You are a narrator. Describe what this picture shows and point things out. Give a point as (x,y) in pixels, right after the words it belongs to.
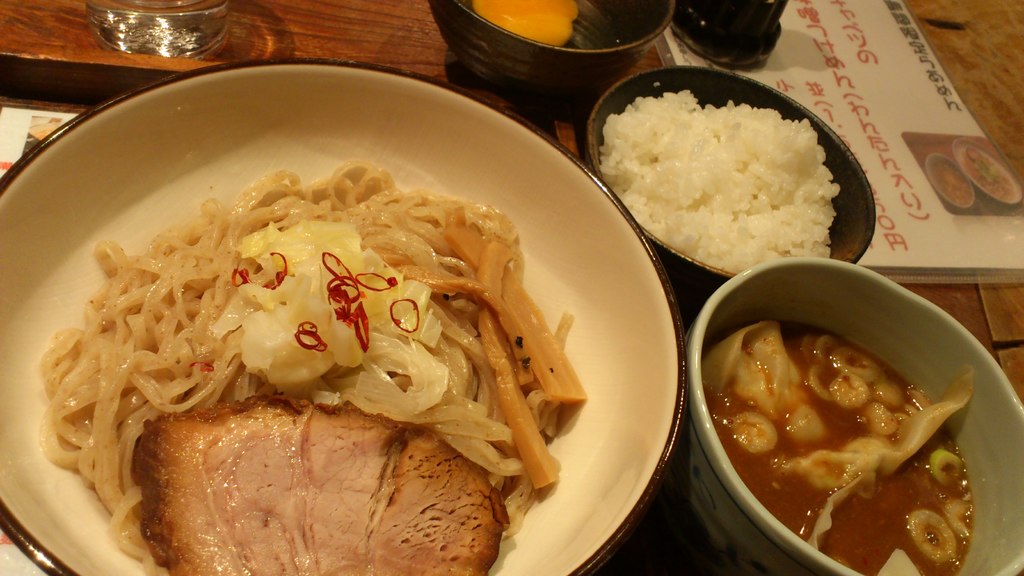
In the center of the image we can see a table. On the table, we can see a plate (603,499), bowls (595,149), some food items (533,439) and a few other objects (881,50).
